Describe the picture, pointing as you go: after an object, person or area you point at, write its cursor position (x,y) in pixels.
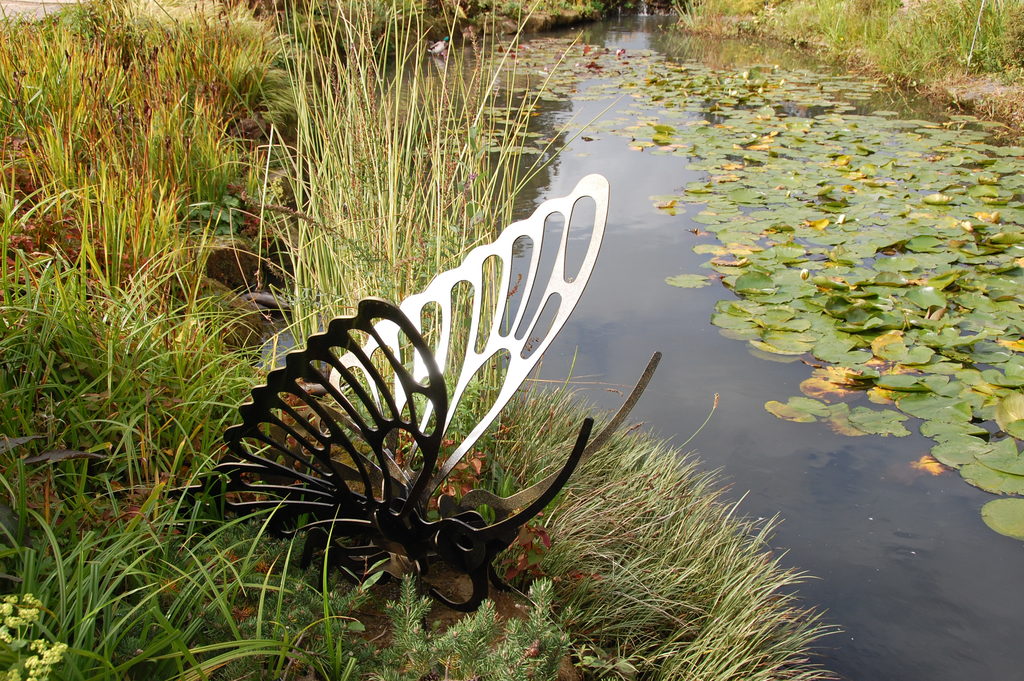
At the bottom (300,507) we can see a butter fly (396,427) made with metal (446,333) on the grass (269,363). In the background (386,207) we can see leaves (573,77) on the water (765,101), grass (459,301) and a duck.
